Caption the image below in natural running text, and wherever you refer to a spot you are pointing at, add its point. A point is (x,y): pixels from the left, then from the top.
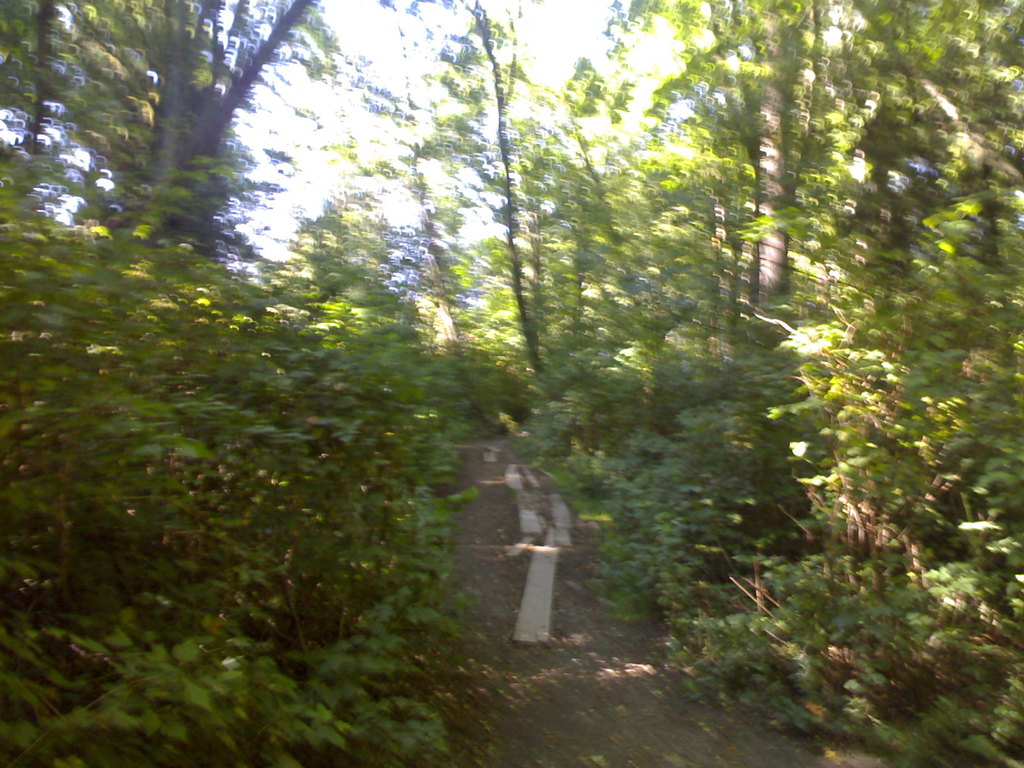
In this image I can see a path (548,523) in the centre (517,494) and on the both sides of it I can see number of trees (616,326). In the background (351,182) I can see the sky (363,180) and I can also see this image is little bit blurry.
